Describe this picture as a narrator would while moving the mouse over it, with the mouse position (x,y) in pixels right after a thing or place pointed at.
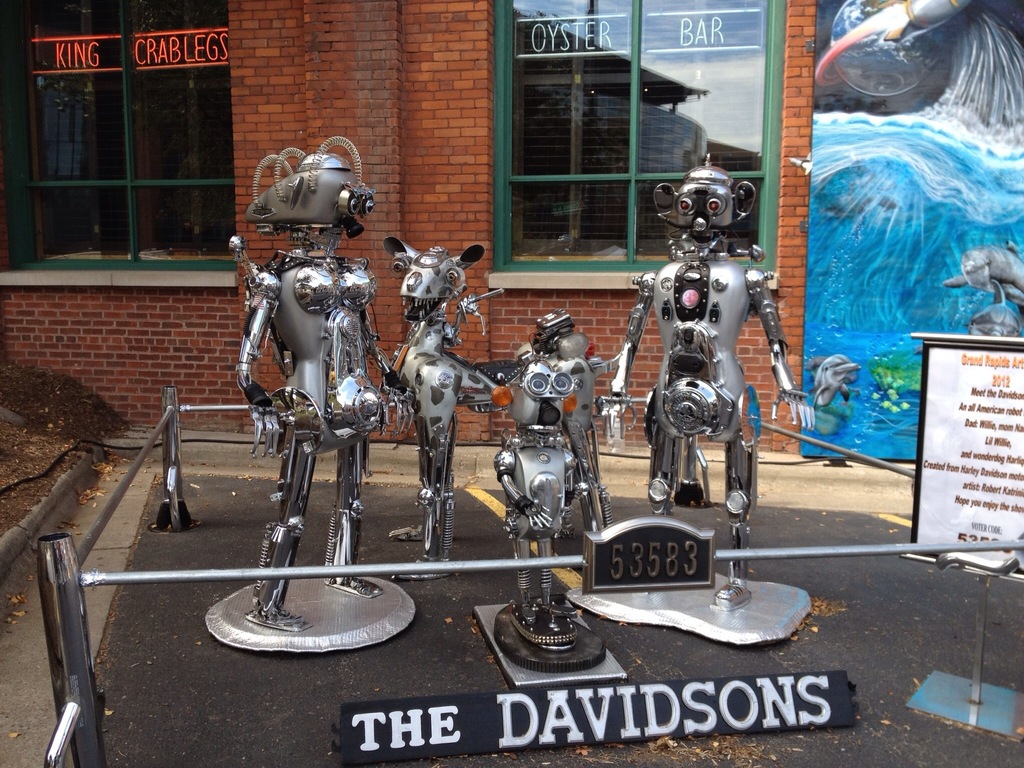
In this image, I can see the robots (449,408), iron rods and a name board (525,693) on the road (698,664). On the right side of the image (967,509), I can see two boards (989,365). In the background (474,274), there is a wall (369,89) with the glass windows (598,193).
